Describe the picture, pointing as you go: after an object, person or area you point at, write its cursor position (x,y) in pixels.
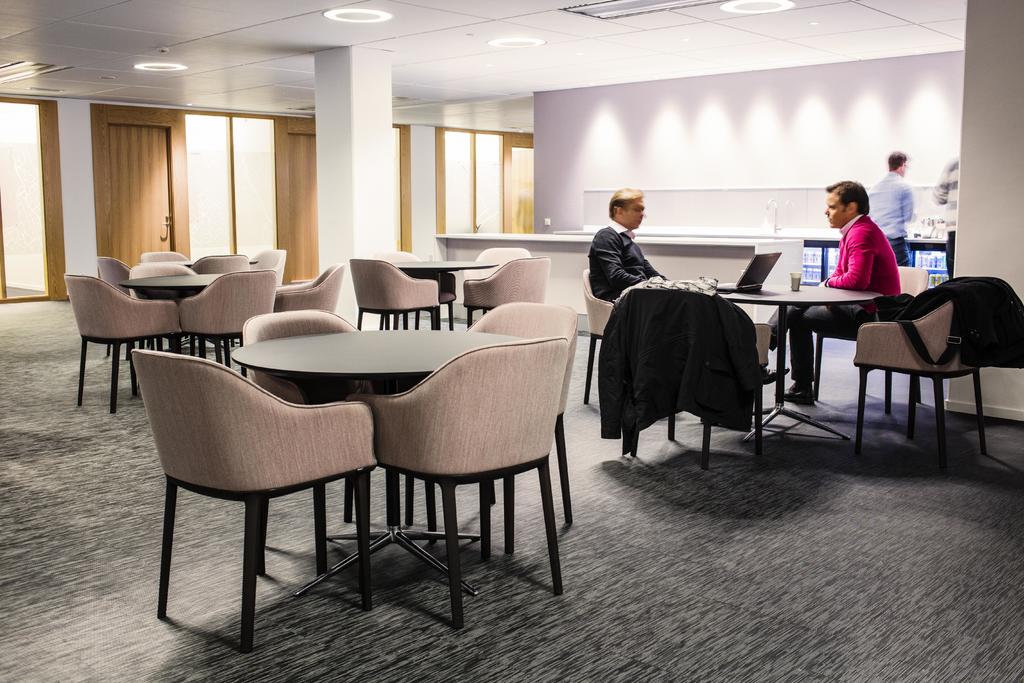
This picture might be taken in a office (488,507). In this picture there are many tables (357,359) and chairs (401,452). In the top right (847,215) there are two persons (874,262) seated. On the table (768,298) there is a laptop (753,260) and a cup (794,285). On the top left (149,187) there are doors (148,186). In the top right (769,156) there is a wall (749,143) and two person (909,198) standing. On the top of the ceiling (312,59) and lights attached to it. This is a edited picture.
